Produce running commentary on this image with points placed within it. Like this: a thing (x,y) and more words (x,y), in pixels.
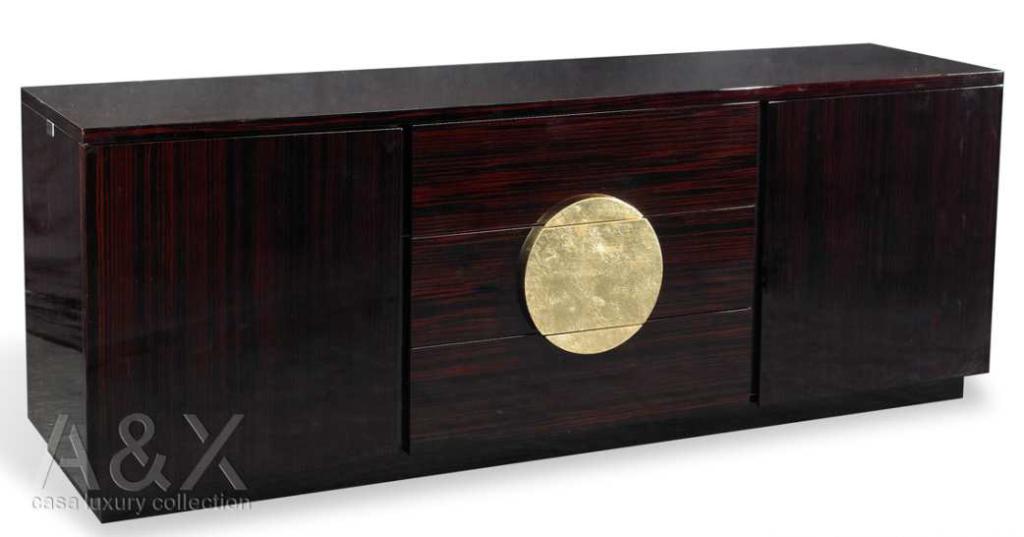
The picture consists of one wooden box (529,282) with three shelves (529,282).
